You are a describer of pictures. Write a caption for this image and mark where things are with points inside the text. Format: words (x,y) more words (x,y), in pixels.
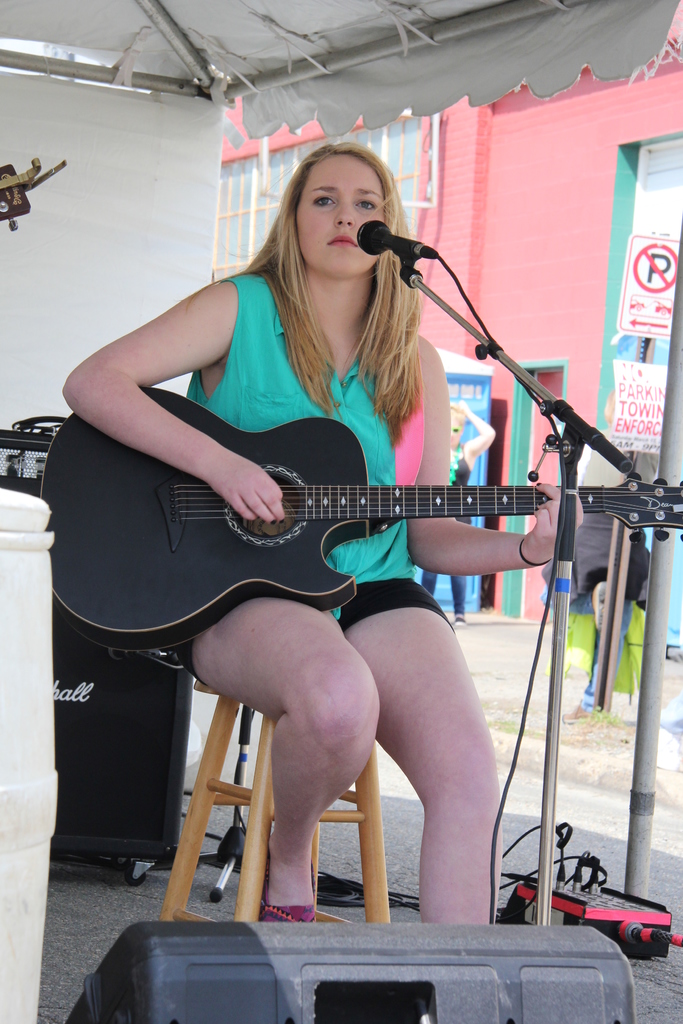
In this image i can see a woman (287,408) wearing a blue dress (273,386) and black short (374,596) is sitting on a chair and holding a guitar (64,445) in her hand (259,511), I can see a microphone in front of her. In the background (147,133) I can see the tent (73,128), a speaker (104,824), the building (511,210), few sign boards (620,404), the door (532,586) and few Windows (231,200).
